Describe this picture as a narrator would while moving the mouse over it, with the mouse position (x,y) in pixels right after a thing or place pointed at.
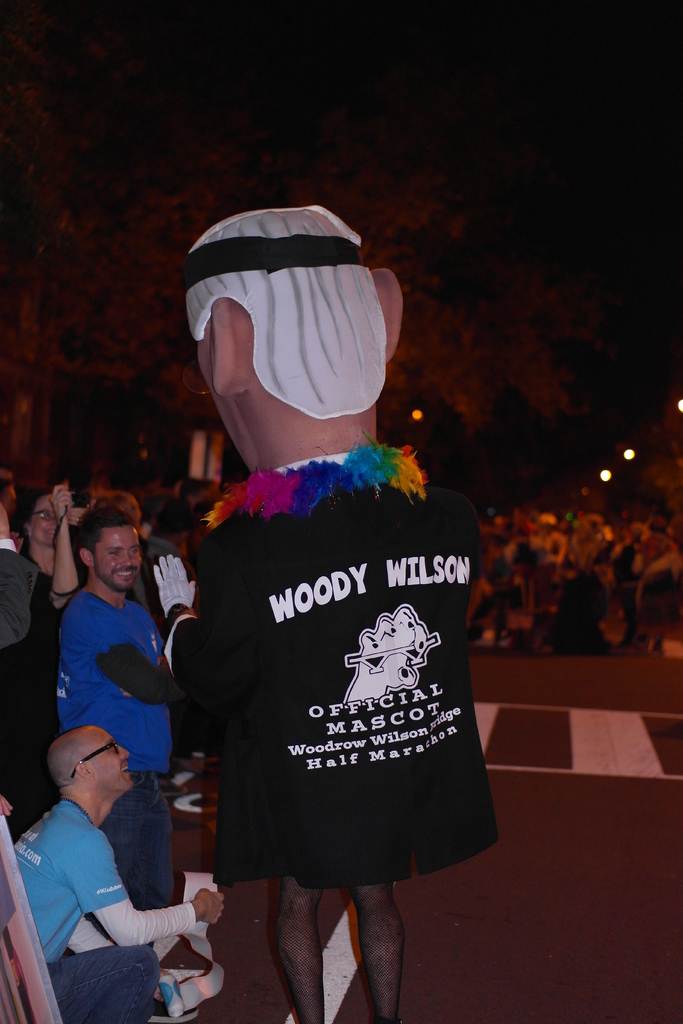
In this picture we can observe some people (85,744) here. One of the man (110,571) was standing and the other was sitting. We can observe a toy (327,496) which is in black color. In the background (588,523) there are some people (565,596) standing. There are trees (340,180) here.
